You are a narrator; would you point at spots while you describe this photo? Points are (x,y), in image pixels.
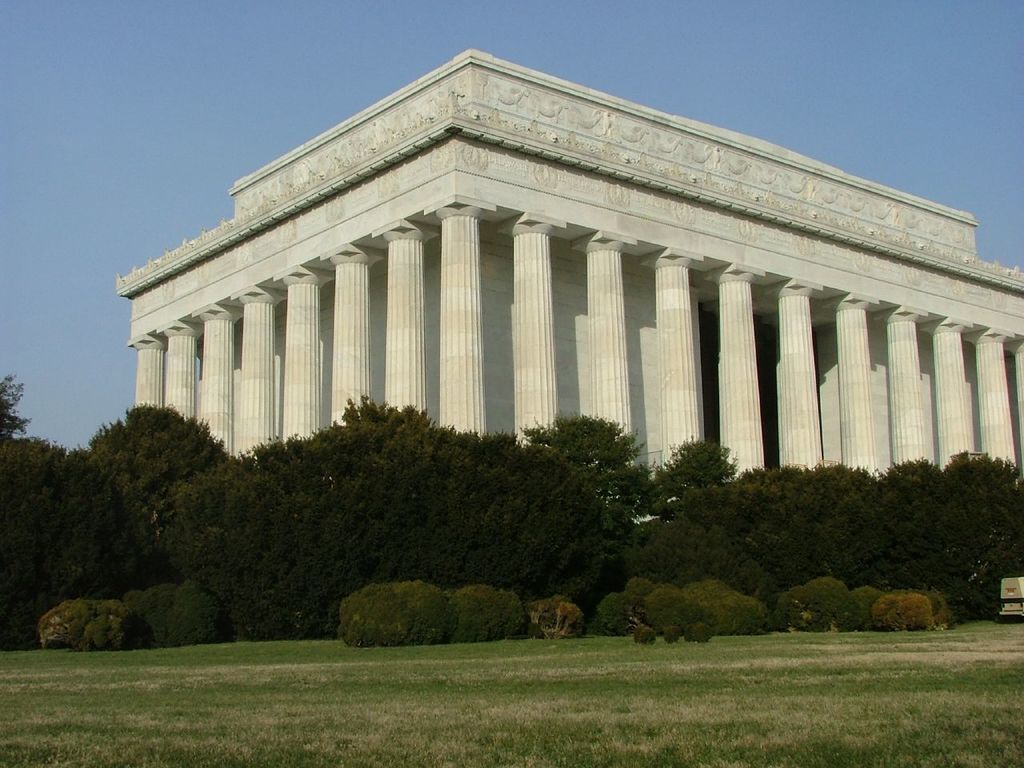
In this image, we can see a building (641,289). There are some trees (558,486) and plants (509,589) in the middle of the image (675,480). There is a grass (492,703) on the ground (378,713). In the background of the image (93,298), there is a sky (692,73).
